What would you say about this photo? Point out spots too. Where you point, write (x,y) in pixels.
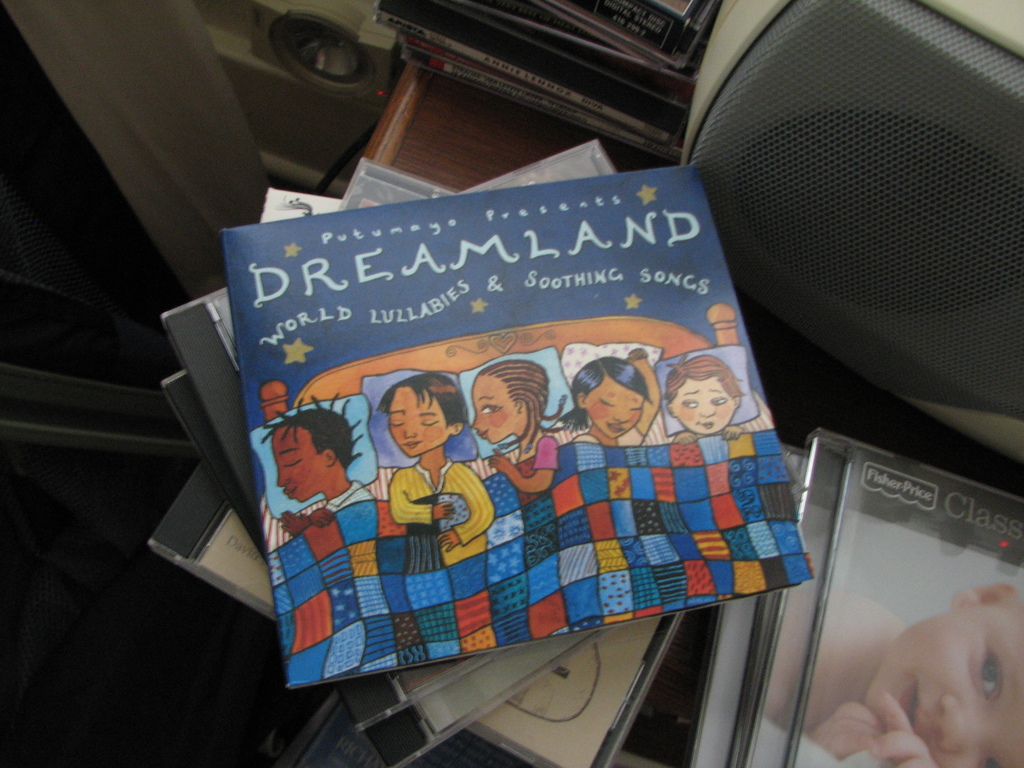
In this image we can see the speakers (890,33) and some other objects (534,575).
